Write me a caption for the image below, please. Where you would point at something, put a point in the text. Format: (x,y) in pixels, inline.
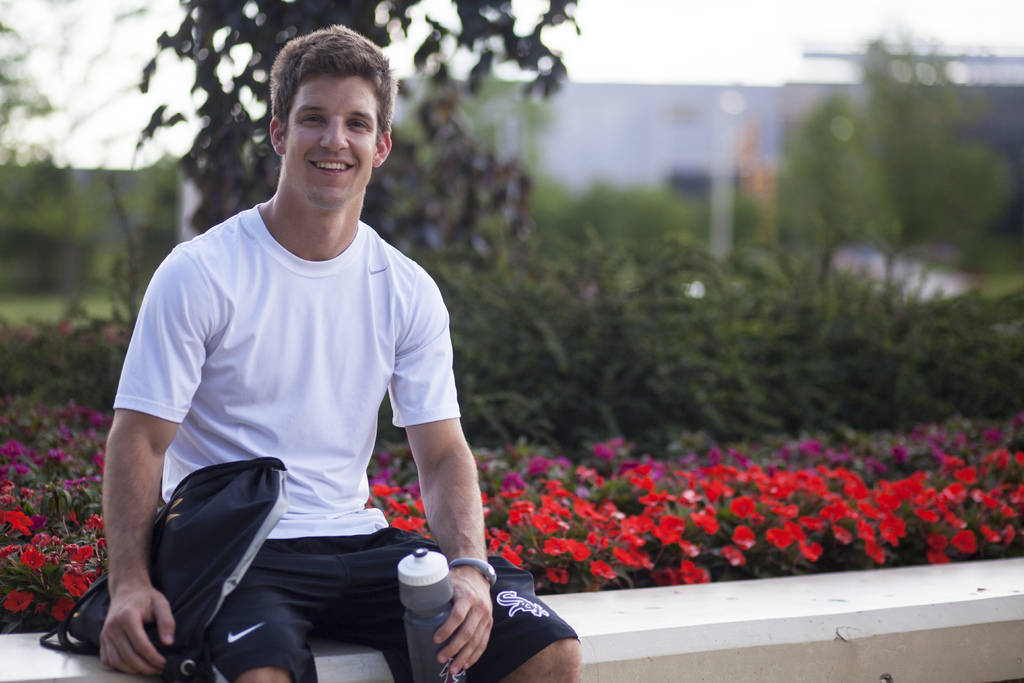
On the left side (303,428) a man (296,413) is sitting on a platform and holding a bag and a water bottle (409,654) in his hands (471,657). In the background (493,370) there are plants (481,376) with flowers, trees (472,209), building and sky (836,66).
